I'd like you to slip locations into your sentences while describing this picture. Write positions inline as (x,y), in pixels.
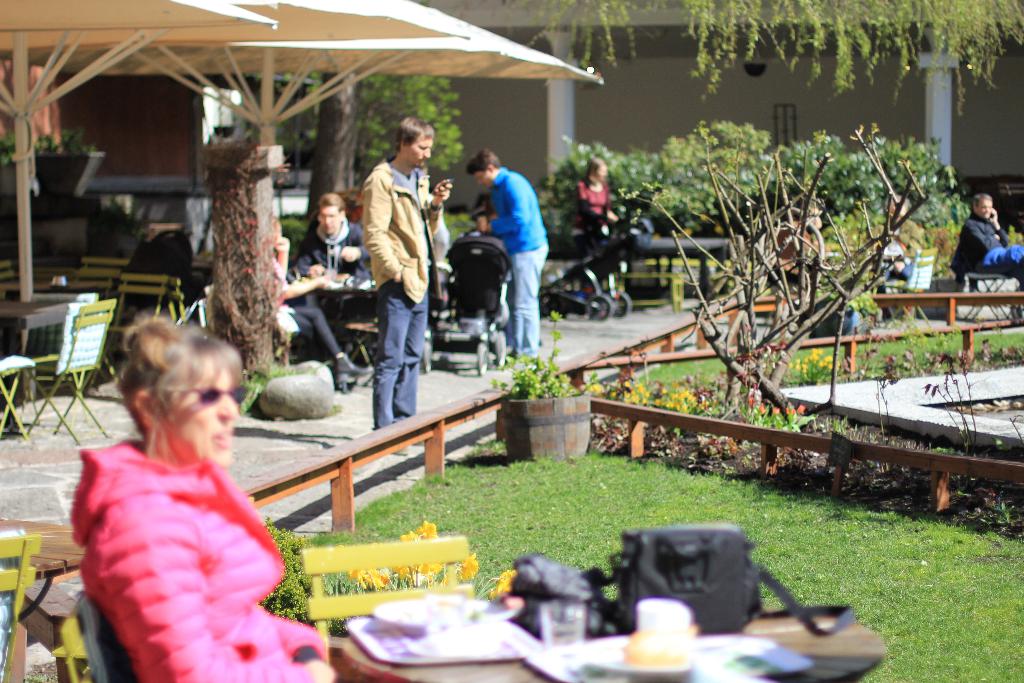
As we can see in the image there are trees (862,7), grass (605,466), plants (907,216), tables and chairs (341,551) and few people (439,232) standing and sitting over here.
